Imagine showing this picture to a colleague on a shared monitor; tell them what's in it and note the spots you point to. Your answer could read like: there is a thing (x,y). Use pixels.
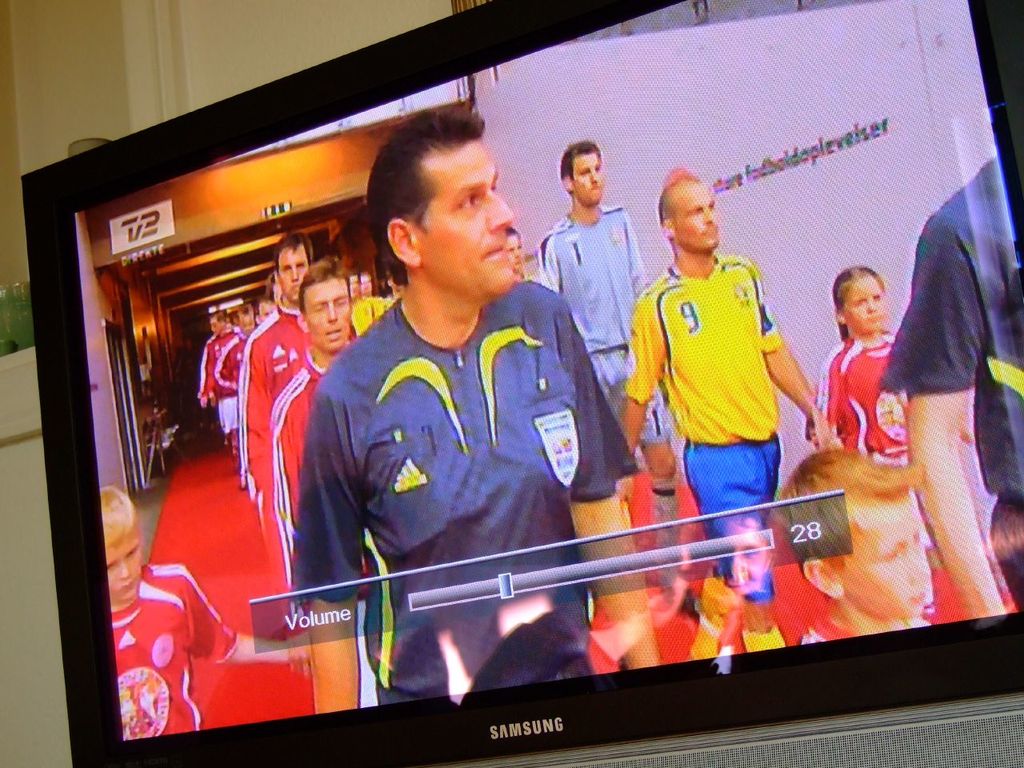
In this image we can see a screen (52,364). On the screen (565,385) we can see people (510,505), boards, and a banner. In the background (46,151) we can see few objects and wall (204,60).
